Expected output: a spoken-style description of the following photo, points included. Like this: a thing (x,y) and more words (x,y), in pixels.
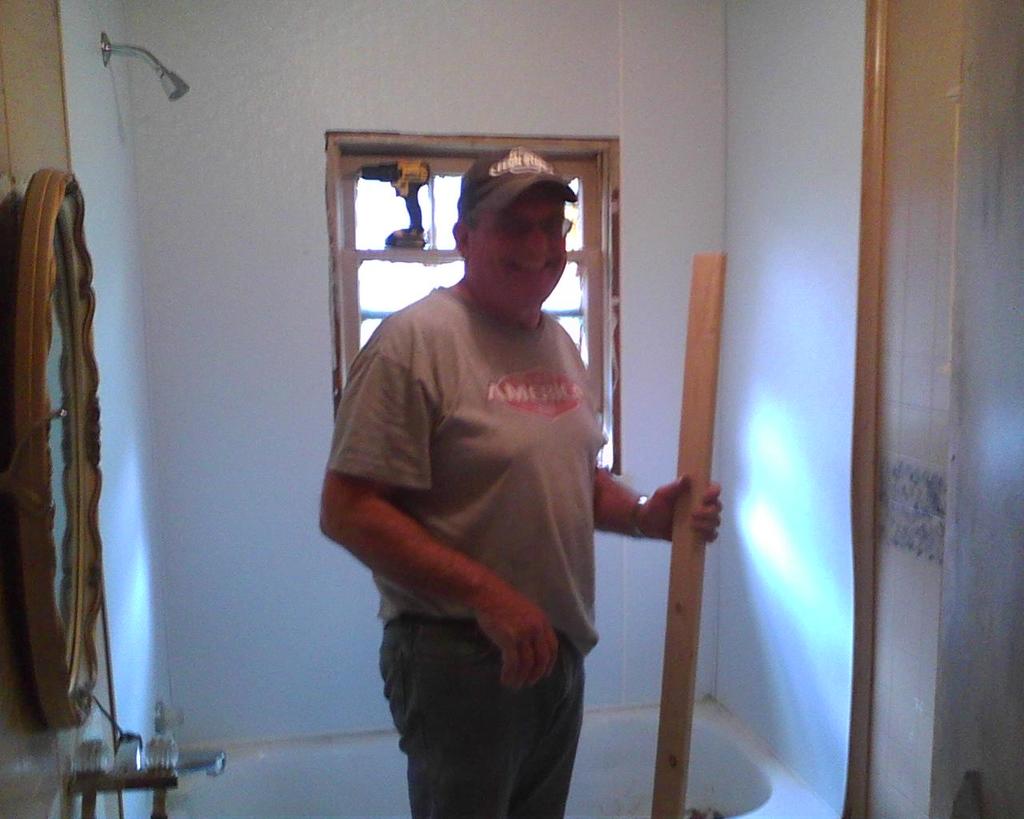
In the image there is a man (486,359) with spectacles (531,217) and there is a cap (512,186) on the head (481,271). And he is holding a wooden object (704,319) in the hand (666,526). On the left corner of the image (11,106) there is a wall (18,99) with a mirror (84,660) and a tap (134,772) and also there is an overhead shower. Behind the man (440,713) there is a bathtub (699,728). And also there is a wall (499,73) with window (585,200). On the right side of the image (841,766) there is a wall (928,23).
